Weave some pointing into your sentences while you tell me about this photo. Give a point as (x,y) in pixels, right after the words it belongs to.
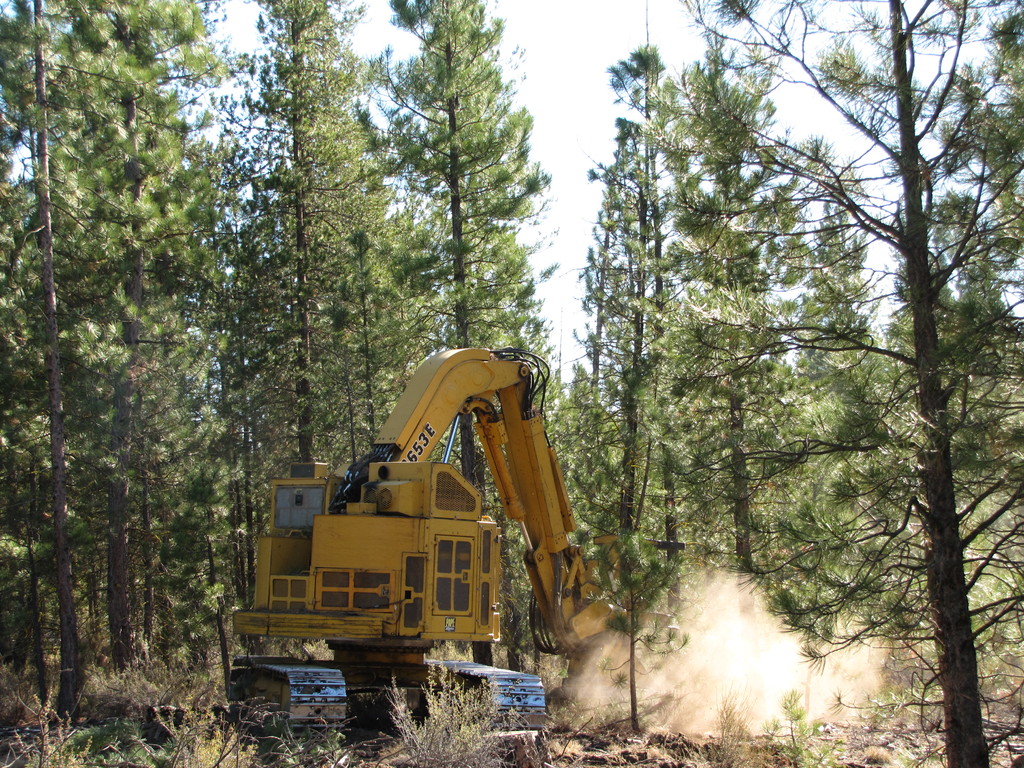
In this image I can see the vehicle (513,675) and the vehicle (454,586) is in yellow color, background (579,192) I can see trees (118,317) in green color and the sky (559,137) is in white color.
